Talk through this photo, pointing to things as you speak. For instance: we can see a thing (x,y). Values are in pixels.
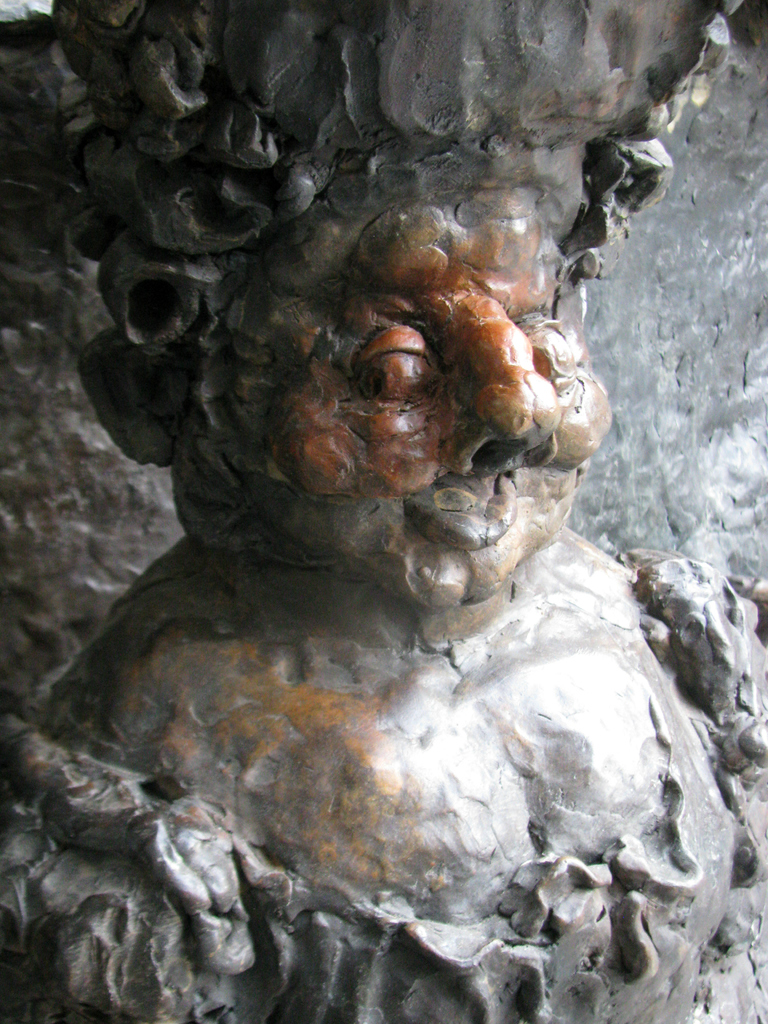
In this image I see a sculpture (206,176).
